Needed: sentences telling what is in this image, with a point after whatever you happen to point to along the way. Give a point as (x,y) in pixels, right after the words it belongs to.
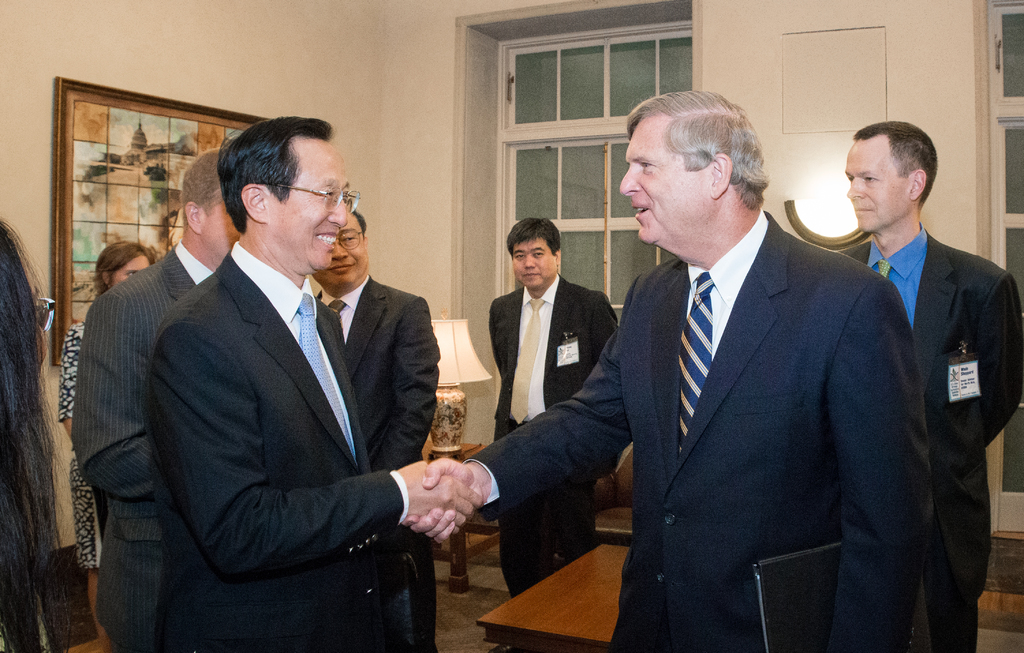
In this picture I can see 2 men (285,249) in front (232,363), who are holding their hands (482,497) and I see that the man (275,437) on the left (246,347) is smiling and the man (729,329) on the right (790,626) is holding a black color thing (805,610). In the background (852,192) I see few persons (150,288) and I see a table (588,570) in the center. I can also see a lamp (461,401) and on the wall (63,47) I see a frame (102,114) and I see the windows (619,145) and I see the light (820,200) on the right side of this image (817,192).
